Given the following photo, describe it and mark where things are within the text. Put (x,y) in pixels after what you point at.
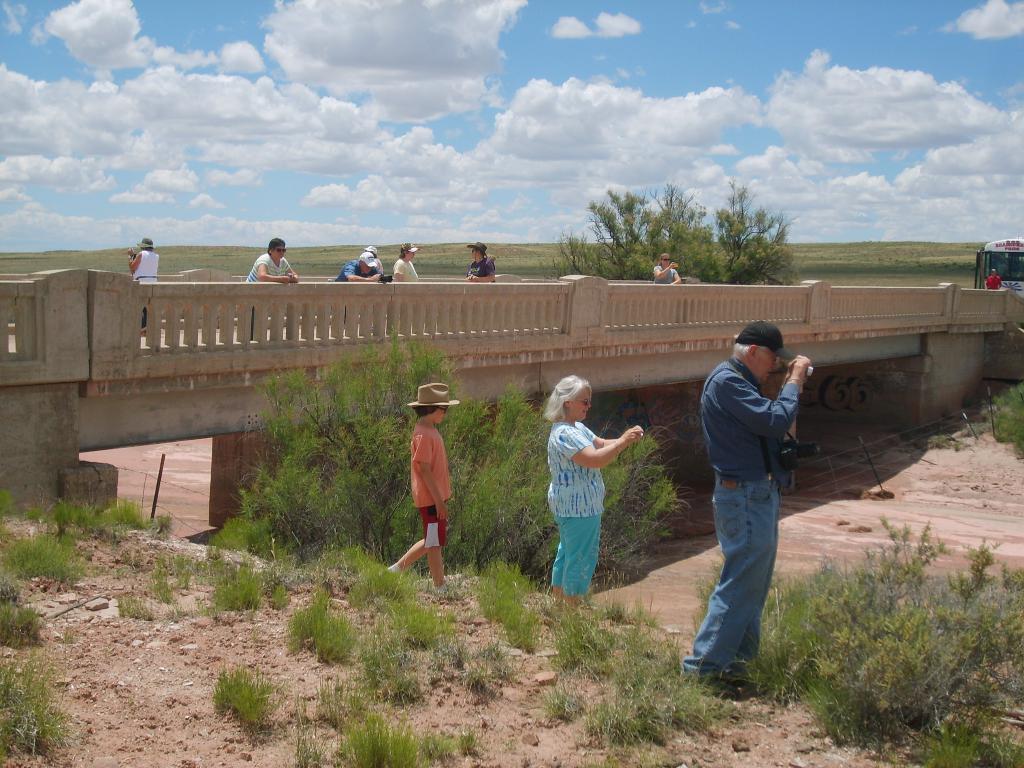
On the right side of the image (752,535) we can see a man (747,520) standing and holding a camera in his hand (795,359), behind him there is a lady (558,559) and a boy (431,516) walking. At the bottom (899,637) there is grass (409,606) and bushes (409,529). In the background (216,370) there is a bridge (421,324) and we can see some people (410,264) standing on the bridge (212,274). There is a vehicle (1009,271) and we can see a sky (424,84).
